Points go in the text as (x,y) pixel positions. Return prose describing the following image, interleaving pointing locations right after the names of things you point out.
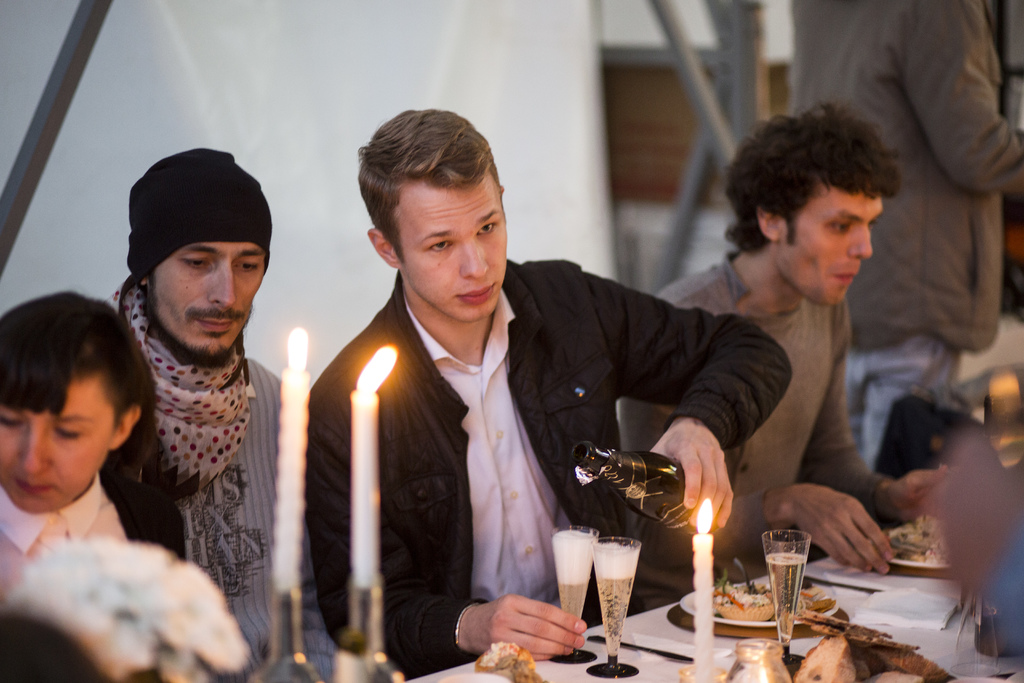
In the image we can see there are people (531,384) sitting and there are candles (297,343) kept on the stand (722,680). There are wine glasses (617,646) filled with wine (801,564) and there are food items (804,624) kept on the plate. There is a man (604,494) holding wine bottle (651,482) in his hand (692,501).
